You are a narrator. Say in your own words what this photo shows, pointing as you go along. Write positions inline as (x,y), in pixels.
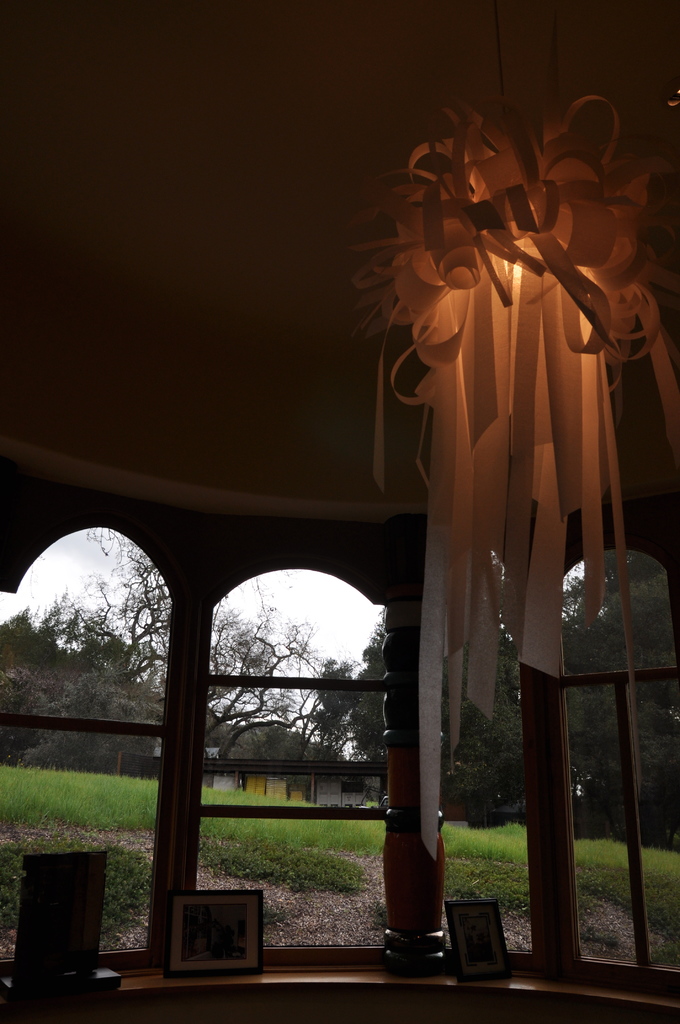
This is the picture of a room (279,998). In the foreground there are frames (491,903) on the table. At the top (504,158) there is a light (567,286). At the back (324,707) there are windows (349,687), behind the windows (272,809) there is a house (280,783) and there are trees (289,755). At the top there is sky (275,588). At the bottom (315,895) there is grass (672,857) on the ground (327,944).
